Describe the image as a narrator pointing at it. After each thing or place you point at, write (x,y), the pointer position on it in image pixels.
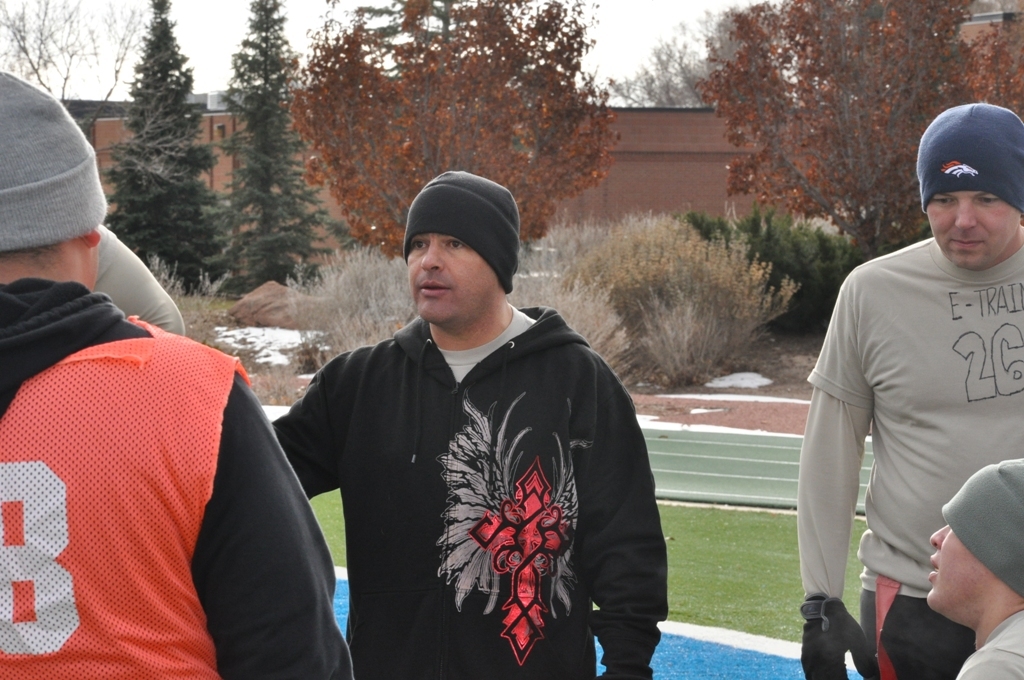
In the middle (409,432) a man (481,467) is standing, he wore black color coat (529,488) and also a cap (481,227), at the top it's a sky (224,35).
